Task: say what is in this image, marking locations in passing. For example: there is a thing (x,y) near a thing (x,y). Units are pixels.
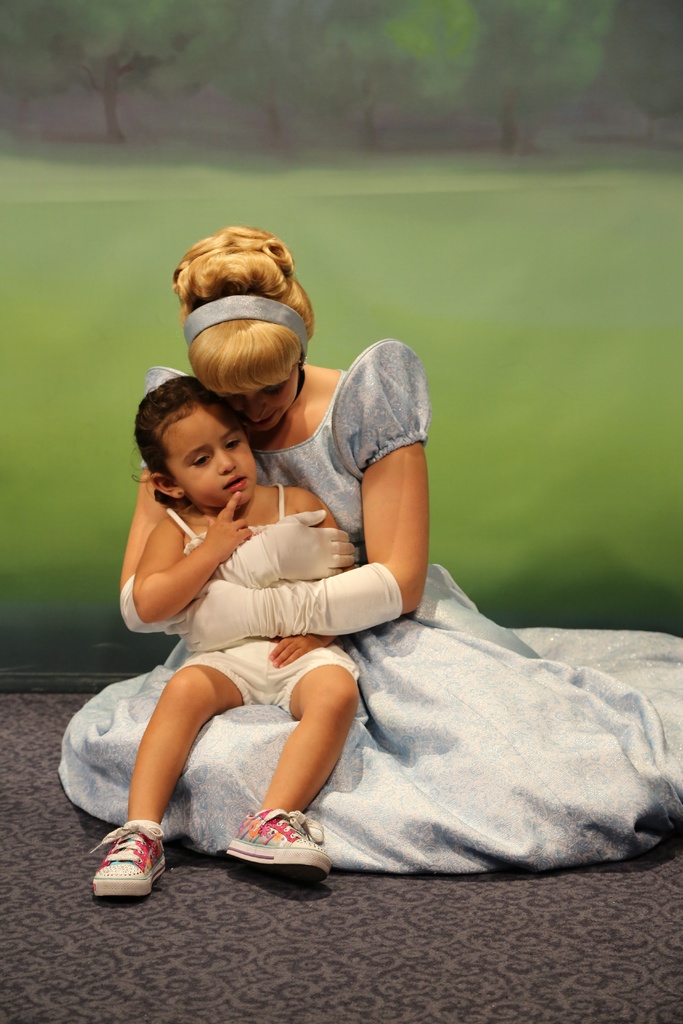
In this image we can see a woman (412,656) wearing grey color dress (523,691) and head band (249,320) sitting on the ground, holding kid (292,808) in her hands (275,617) by placing on lap (423,707) and kid (256,662) wearing white color dress (254,674) and in the background of the image (282,145) we can see scenery (360,95) which has some trees (675,119).
